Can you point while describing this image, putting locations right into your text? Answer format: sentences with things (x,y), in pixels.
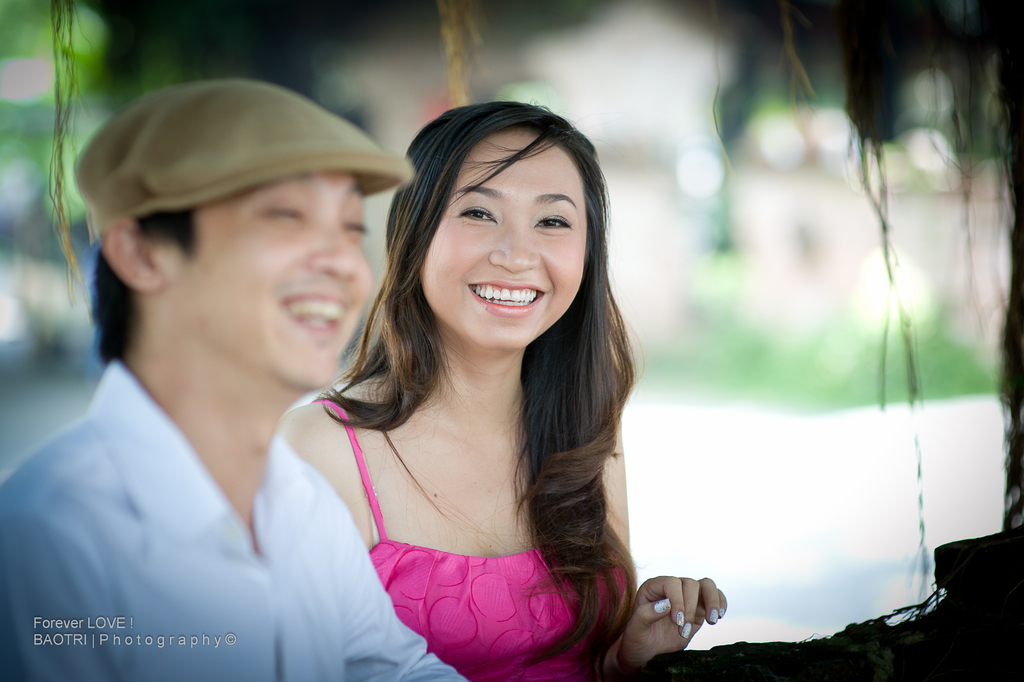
This picture is clicked outside. On the left (281,437) there is a man (182,278) wearing a blue color shirt (181,470) and smiling and we can see a woman (434,429) wearing pink color dress (523,553) and smiling. On the right corner (937,621) there is an object (879,648). The background of the image (39,90) is blurry. At the bottom left corner (113,634) there is a text (132,640) on the image.
